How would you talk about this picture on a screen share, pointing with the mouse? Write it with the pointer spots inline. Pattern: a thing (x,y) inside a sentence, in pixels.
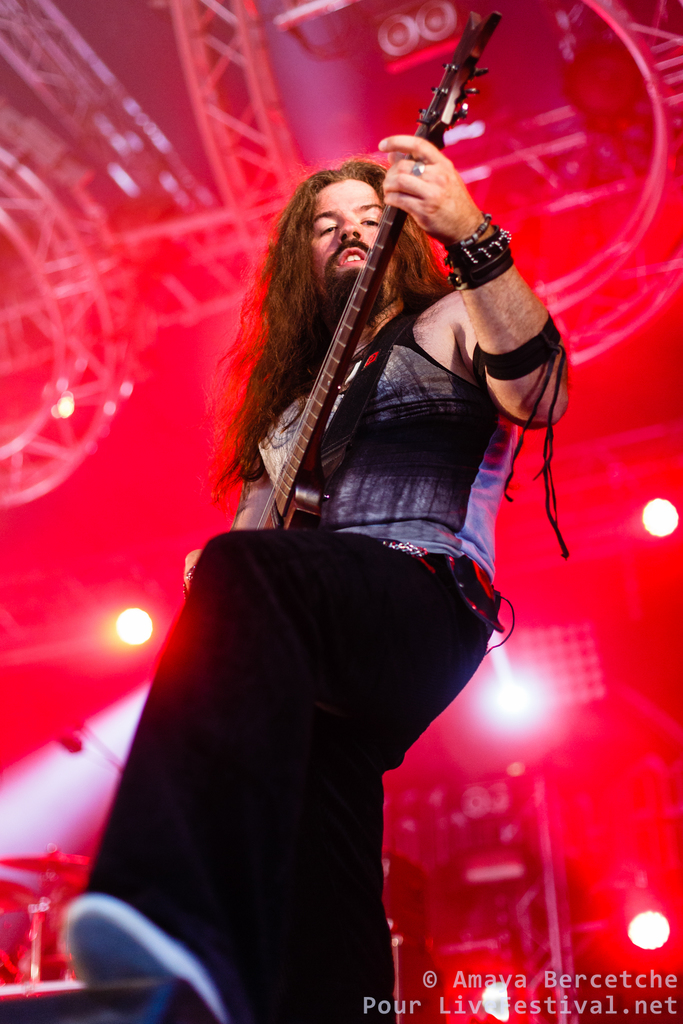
In this image we can see a person (462,500) playing the guitar (327,393), there are lights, drums (31,931), also we can see the roof (186,218).
